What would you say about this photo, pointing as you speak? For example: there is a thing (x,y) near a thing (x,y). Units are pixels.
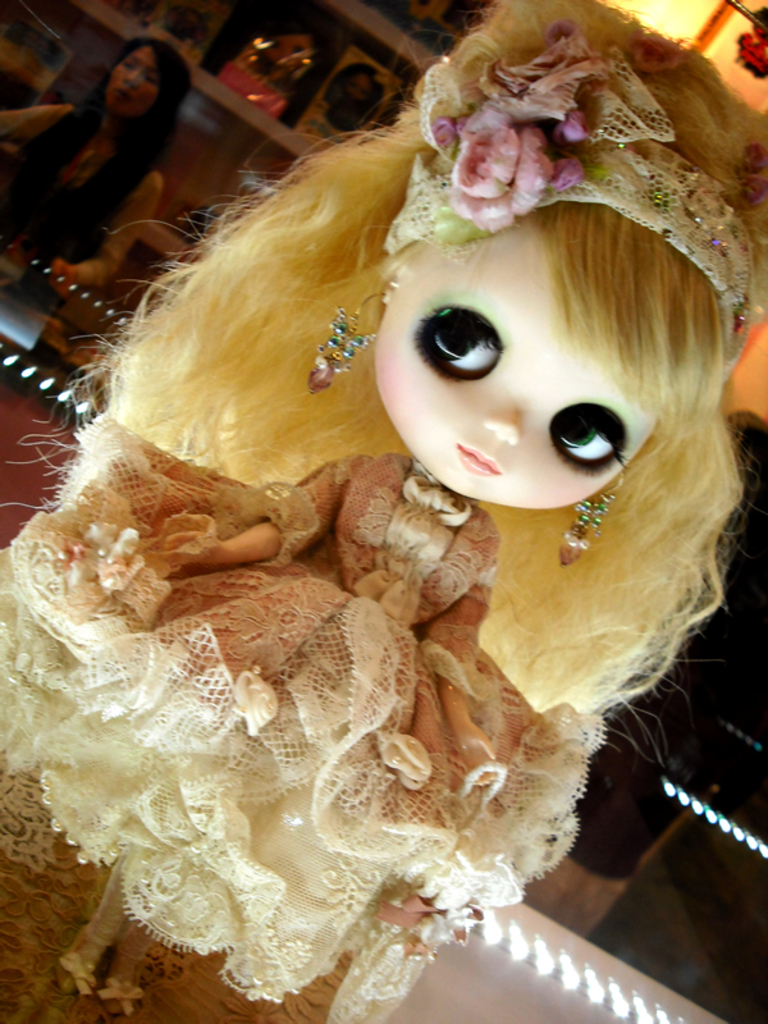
In this image we can see a doll (354,551), behind the doll (265,304), we can see a woman (175,74), there are some objects (265,91) and lights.
